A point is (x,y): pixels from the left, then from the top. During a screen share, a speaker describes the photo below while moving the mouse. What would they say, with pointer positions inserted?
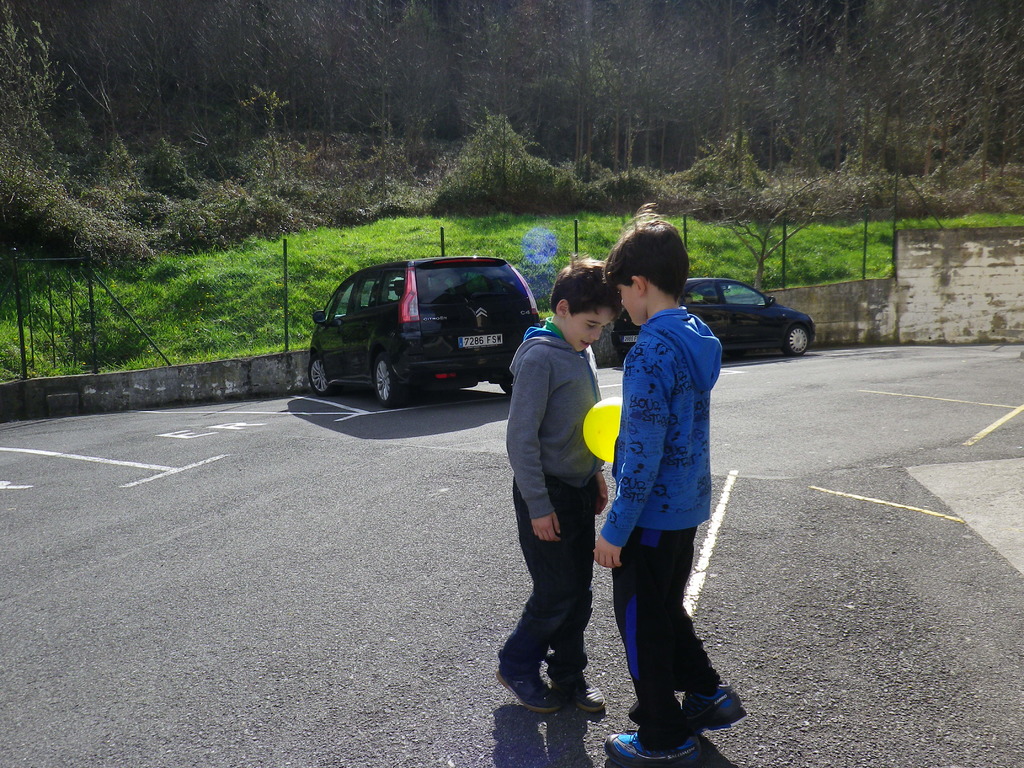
In this picture we can see two boys (652,512) on the road (711,541), and we can find a ball (607,418) between them, in the background (495,295) we can see couple of cars (709,312), fence (262,305), metal rods (94,331) and trees (692,118).
